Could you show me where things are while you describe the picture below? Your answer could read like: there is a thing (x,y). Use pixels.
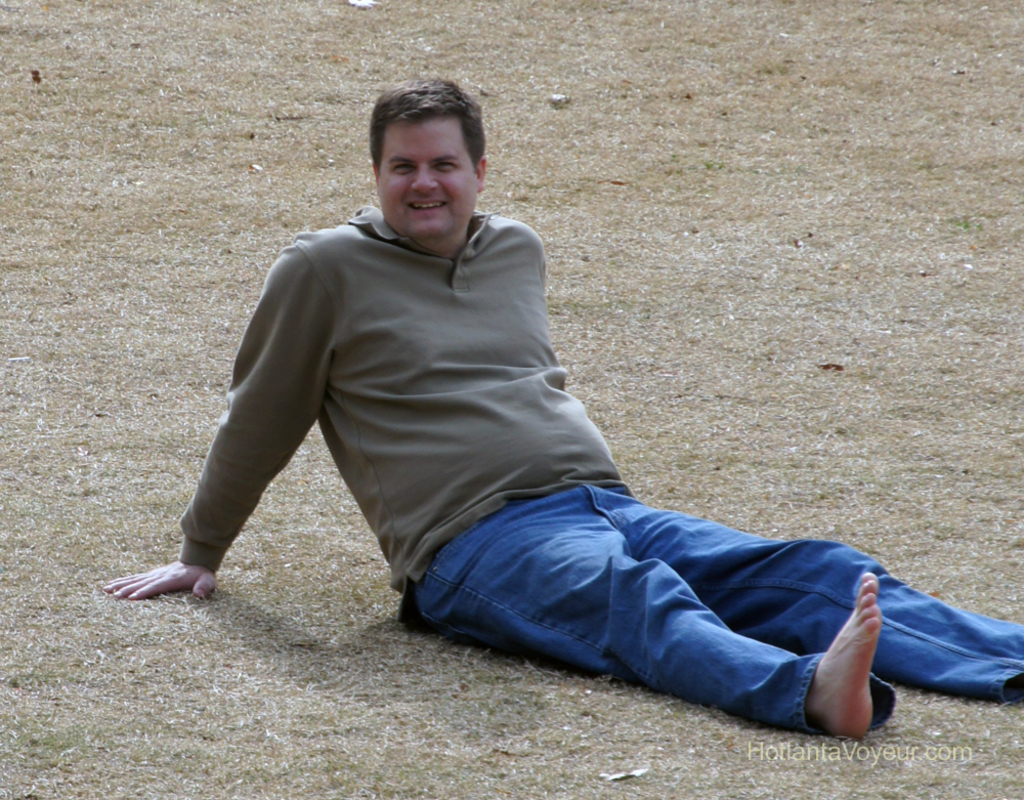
In this picture I can see a man (961,629) smiling and sitting on the grass (655,696), and there is a watermark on the image.
